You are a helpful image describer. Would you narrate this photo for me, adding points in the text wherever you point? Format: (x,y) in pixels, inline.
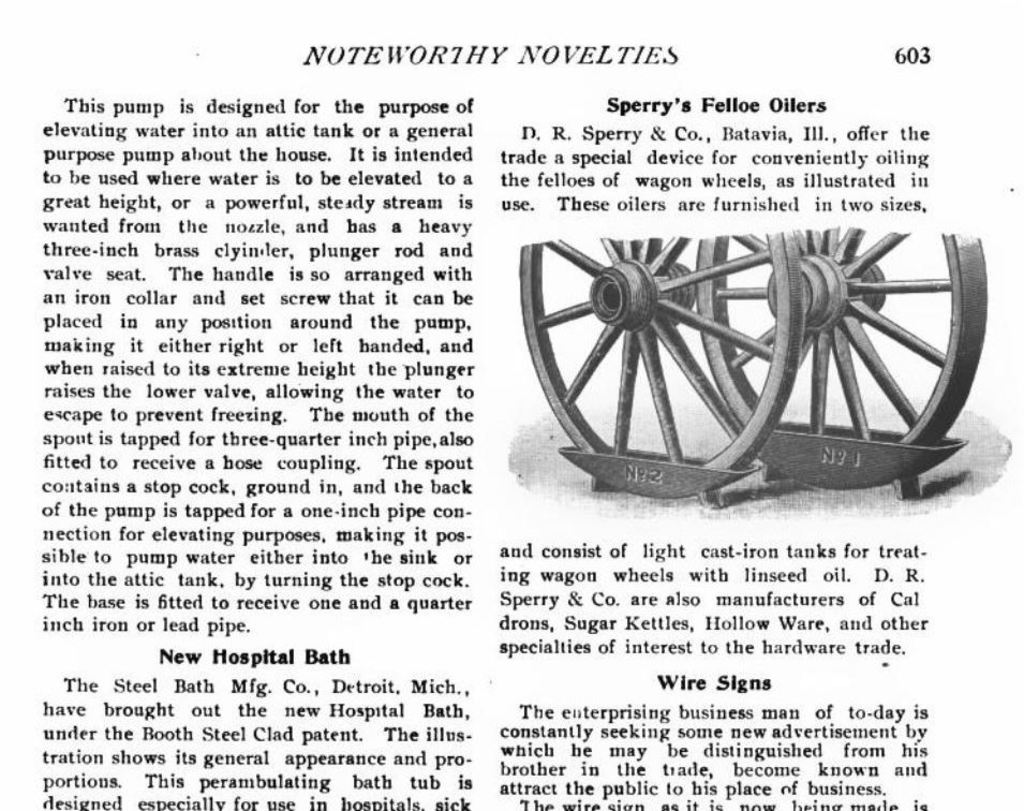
This image is a newspaper page (702,569), where title (566,62) written as "NOTEWORTHY NOVELTIES". Under it there is some text (691,156) and two wheels image (842,367) is present.
